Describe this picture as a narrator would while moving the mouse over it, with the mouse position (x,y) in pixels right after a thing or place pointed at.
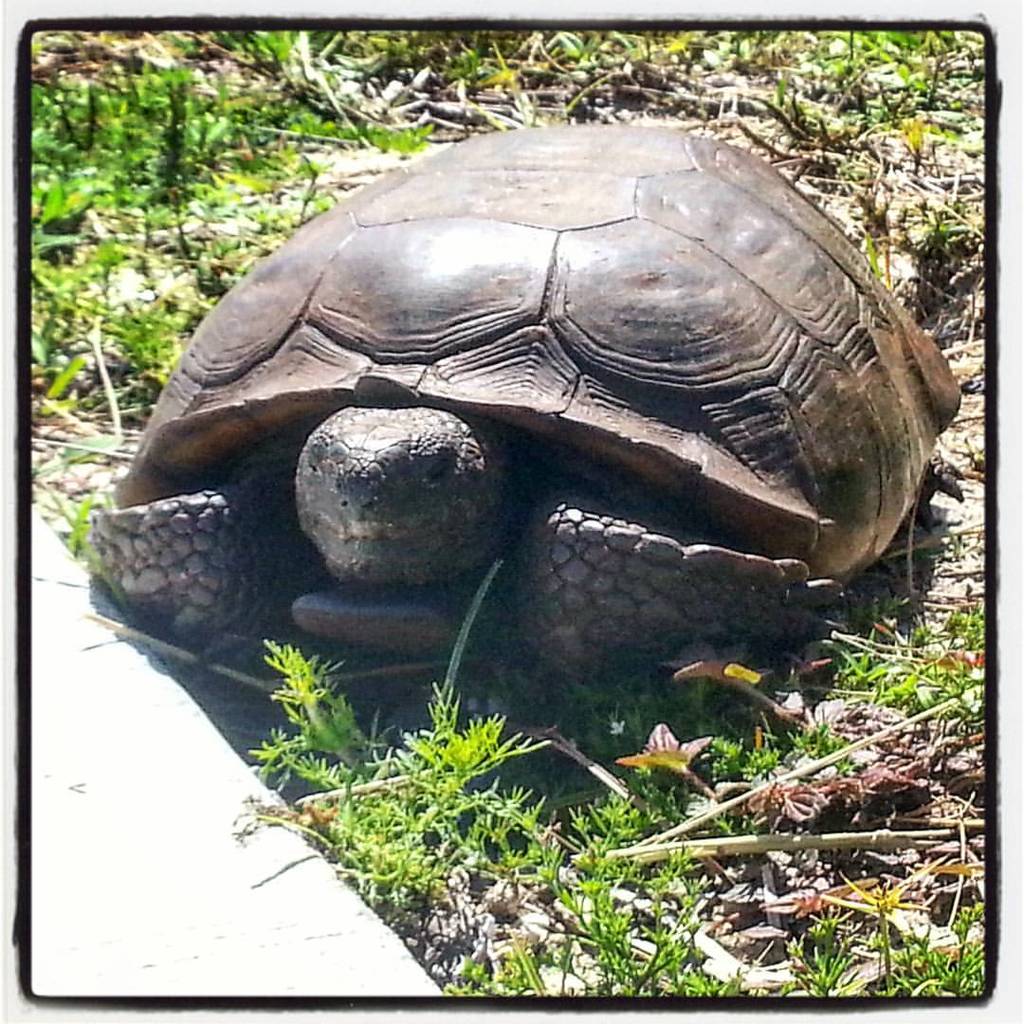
This picture is an edited picture. In this picture there is a tortoise (697,621) in the foreground (756,482). At the bottom (790,737) there are plants (804,802).
